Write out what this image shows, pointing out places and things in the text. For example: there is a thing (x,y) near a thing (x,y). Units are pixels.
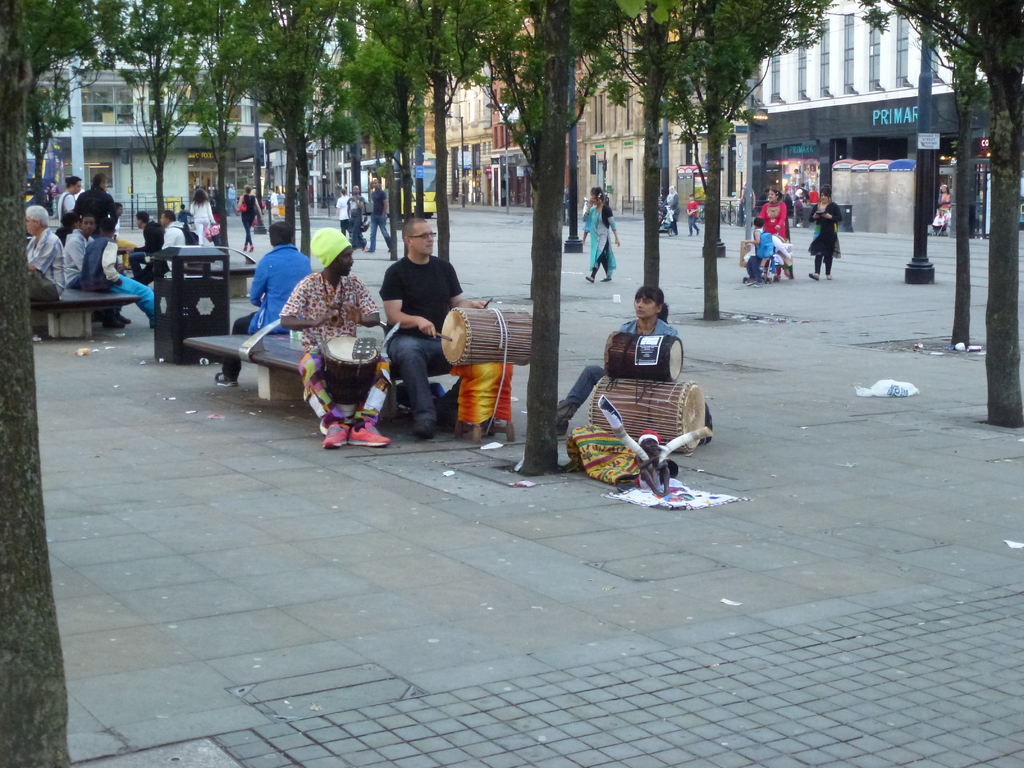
In this picture there are a group of people (304,384) sitting here and holding the drum (505,361) and in the background (183,241) as other people (157,247) sitting and a tree (410,196) and buildings (801,121) in the background (852,114).
